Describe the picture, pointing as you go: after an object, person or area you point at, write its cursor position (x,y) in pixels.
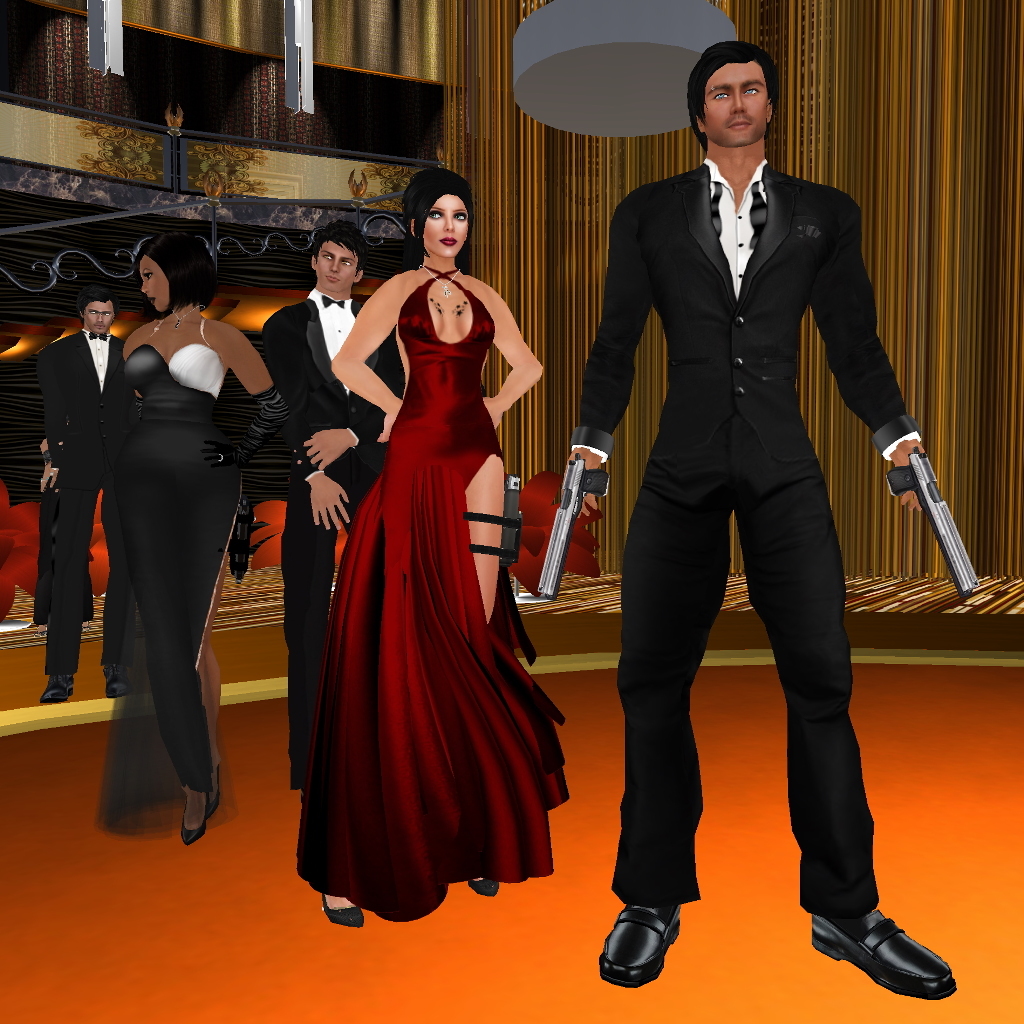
In this picture I can see few persons (447,418) are standing in the middle (498,431), in the background (516,449) there is the wall (886,247), it is an animated picture.
